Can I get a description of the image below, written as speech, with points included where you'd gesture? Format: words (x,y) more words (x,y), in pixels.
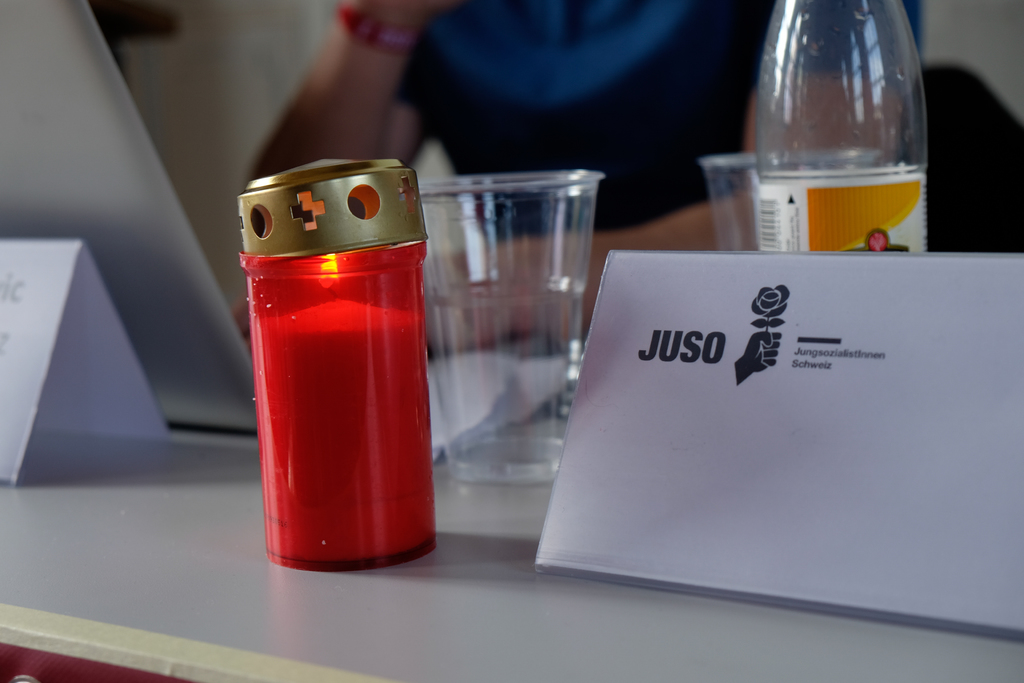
In this image we can see name boards (667,349), disposable tumblers (502,271), candle (358,329) in the candle holder (407,409) and a disposal bottle (782,106).
